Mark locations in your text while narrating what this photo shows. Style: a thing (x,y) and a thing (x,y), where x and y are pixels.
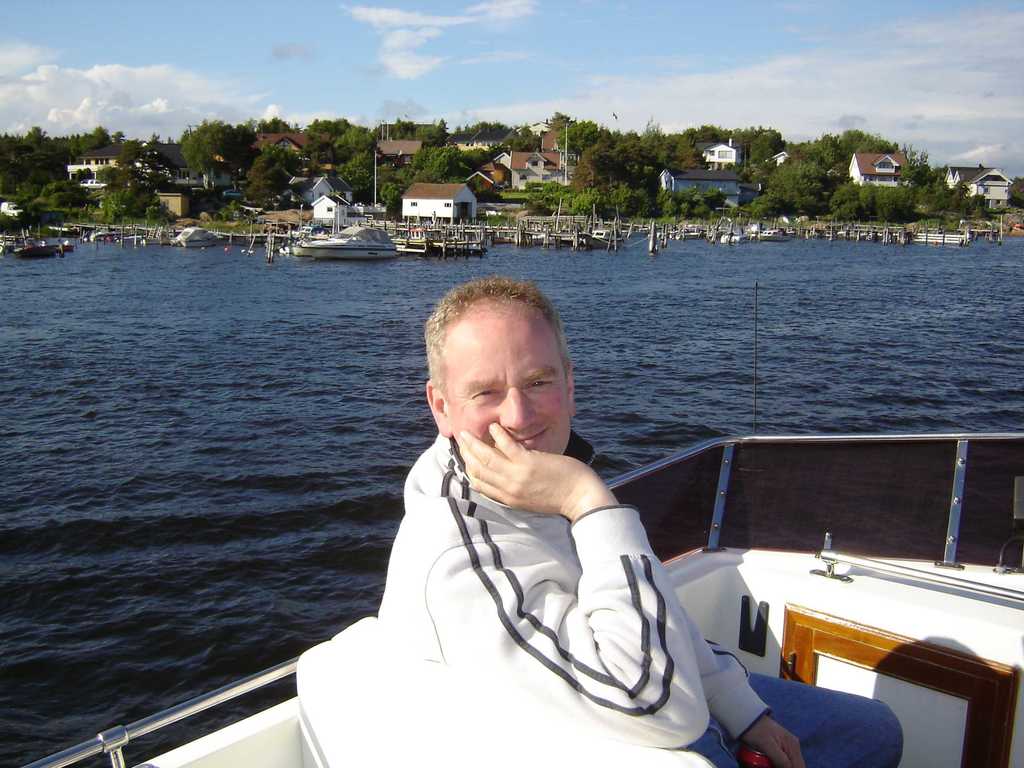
In the foreground of this image (528,587), there is a man (531,569) in white coat (518,589) on the boat (957,565). In the background (208,390), we can see water (349,341), buildings (342,198), trees (215,140), sky (321,71) and cloud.
